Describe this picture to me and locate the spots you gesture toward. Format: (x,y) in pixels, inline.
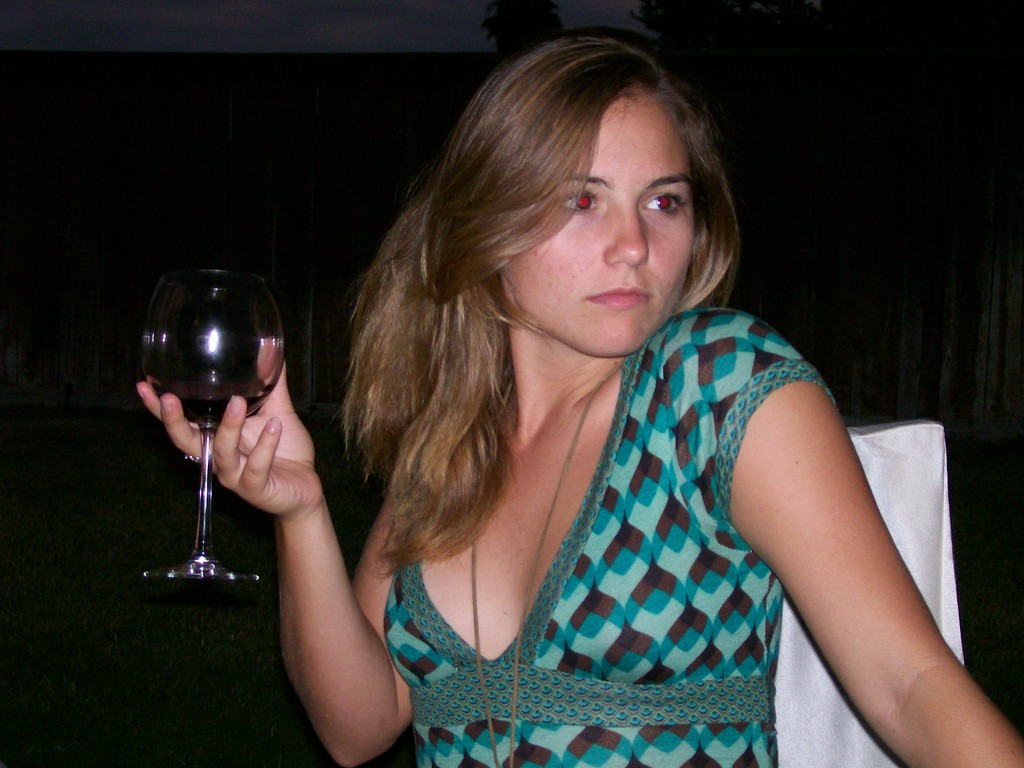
In the picture there is a woman (837,516) in green dress (434,634) holding a glass (238,377). Background (380,83) is dark. There is a chair (910,544) on the right (913,454).
